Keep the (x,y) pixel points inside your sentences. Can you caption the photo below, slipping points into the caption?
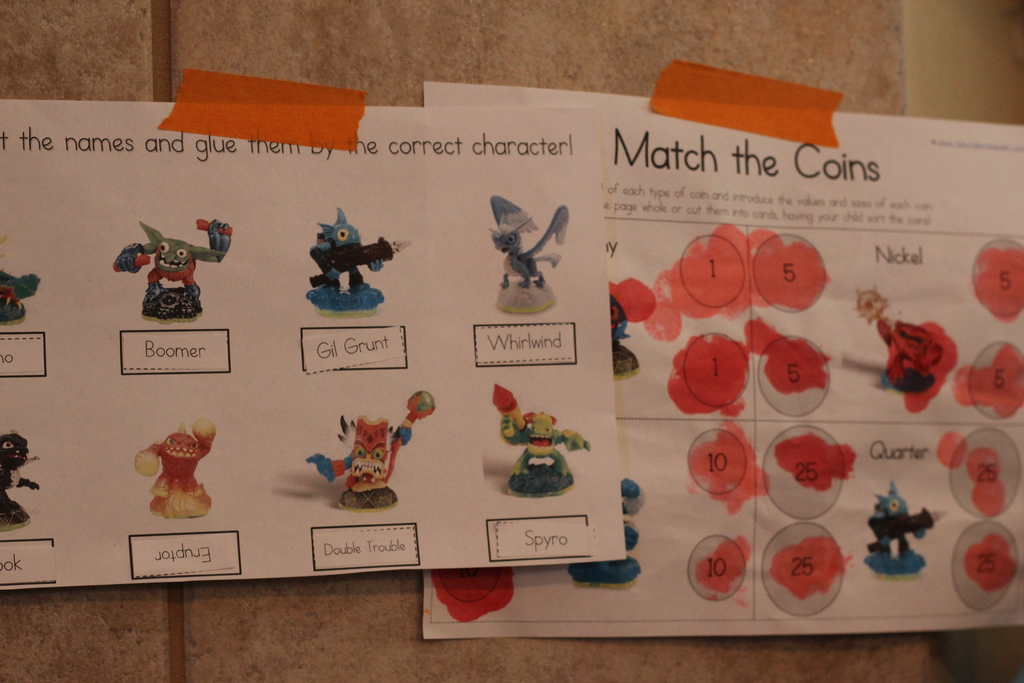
In the picture we can see a wall (107,61) with some papers (280,351) with some toy pictures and on the other paper (843,271) we can see some painting (1019,299) with some information (787,281) on it.
